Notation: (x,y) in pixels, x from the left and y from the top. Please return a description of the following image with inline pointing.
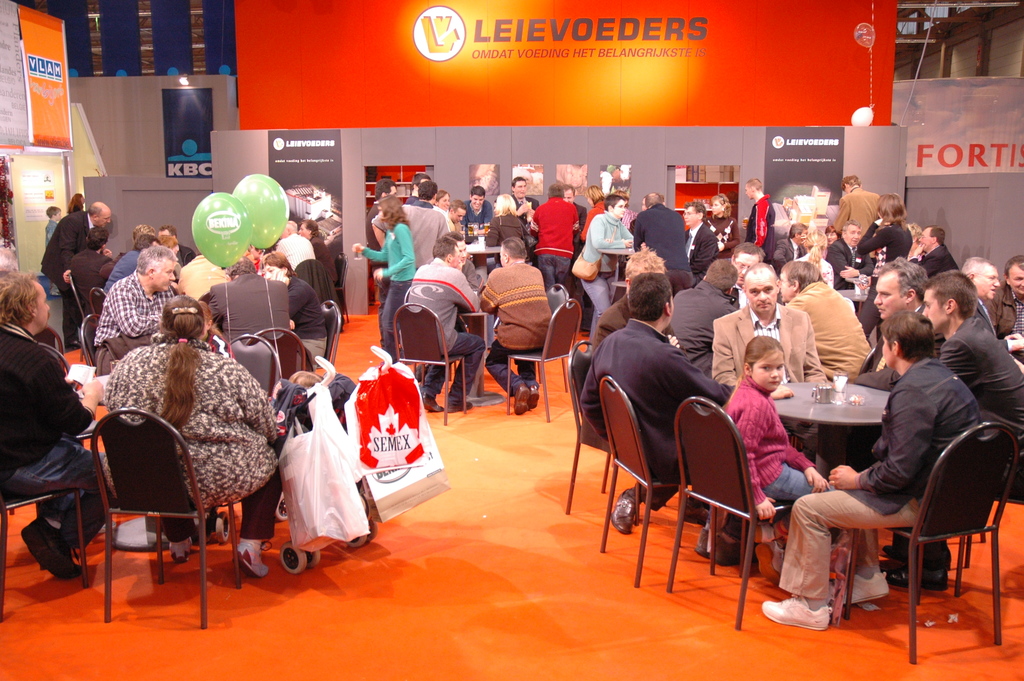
In this image I can see a group of people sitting on the chair (717,466) and few people (593,246) are standing at the background (590,244). In front (268,217) there are two balloon (240,213) the balloon (258,209) is in green color and a there are some bags (353,471). On the table (852,412) there are some objects (842,382). At the back side (754,59) i can see a board (560,85) and a banner (311,176). The board (354,96) is in orange color.
